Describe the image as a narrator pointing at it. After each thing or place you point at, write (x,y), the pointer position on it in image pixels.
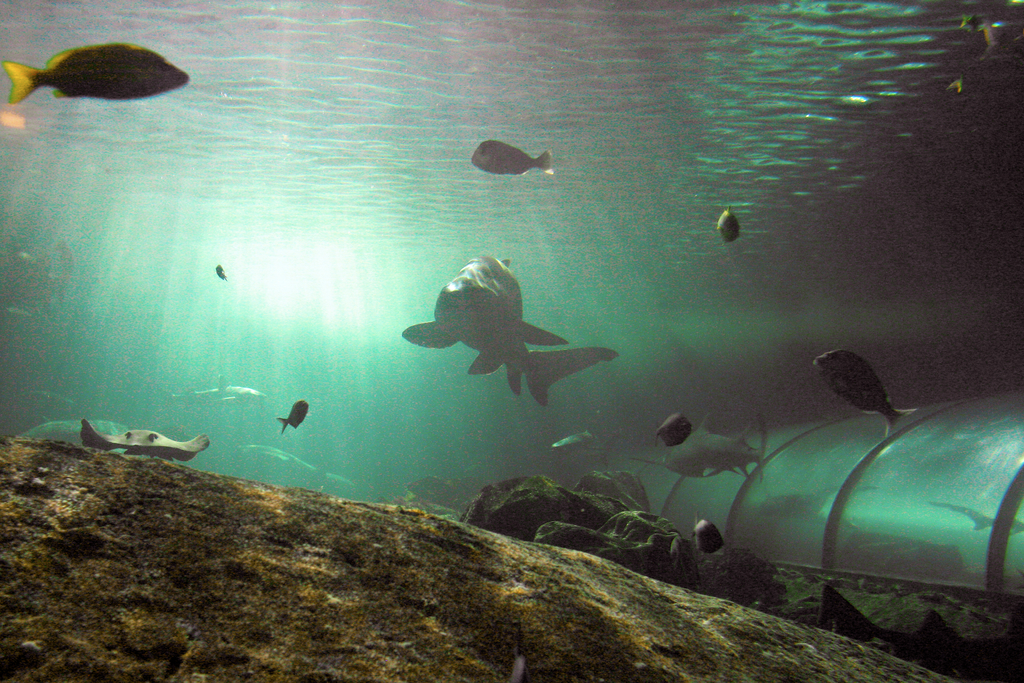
In this picture we can see an underwater environment (344,316), we can see some fishes (744,450) in the water (668,182).
